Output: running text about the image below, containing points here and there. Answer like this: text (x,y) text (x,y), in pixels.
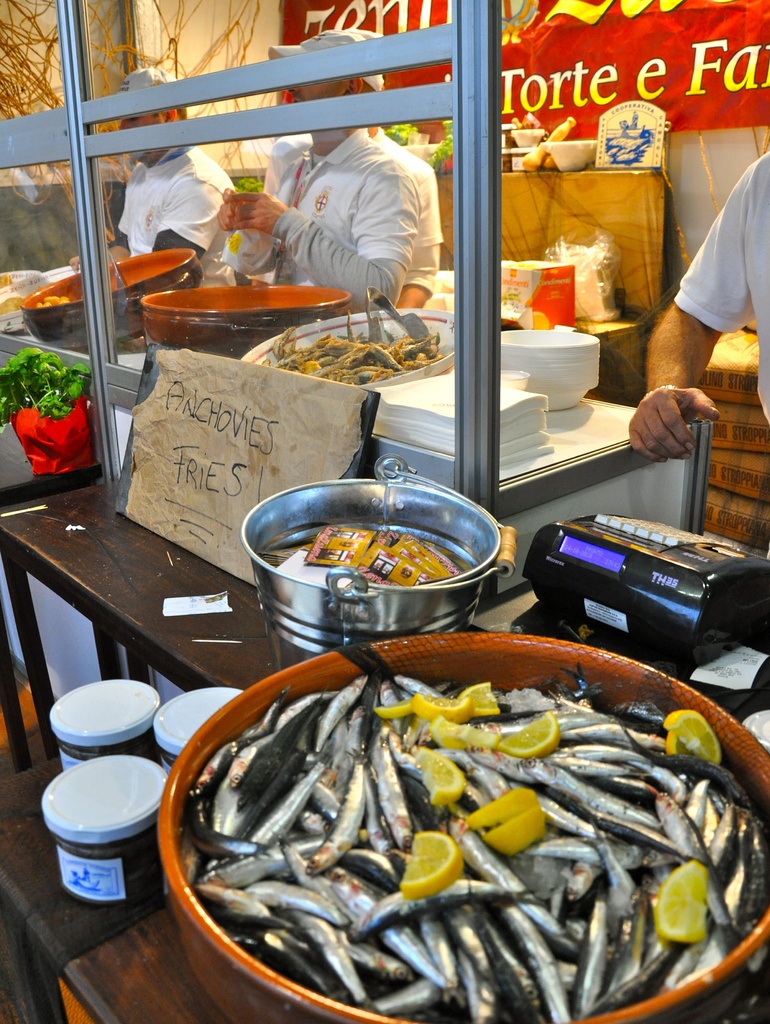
In this picture we can see lemon pieces (454,861) and fish (357,880) in the bowl (459,912), beside the bowl (185,864) we can find few bottles (178,726), bucket (348,500), machine (606,542) and other things (261,417) on the countertop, in the background (163,179) we can see few people (372,191), plates (417,332), bowls (200,291) and a hoarding (588,109).
